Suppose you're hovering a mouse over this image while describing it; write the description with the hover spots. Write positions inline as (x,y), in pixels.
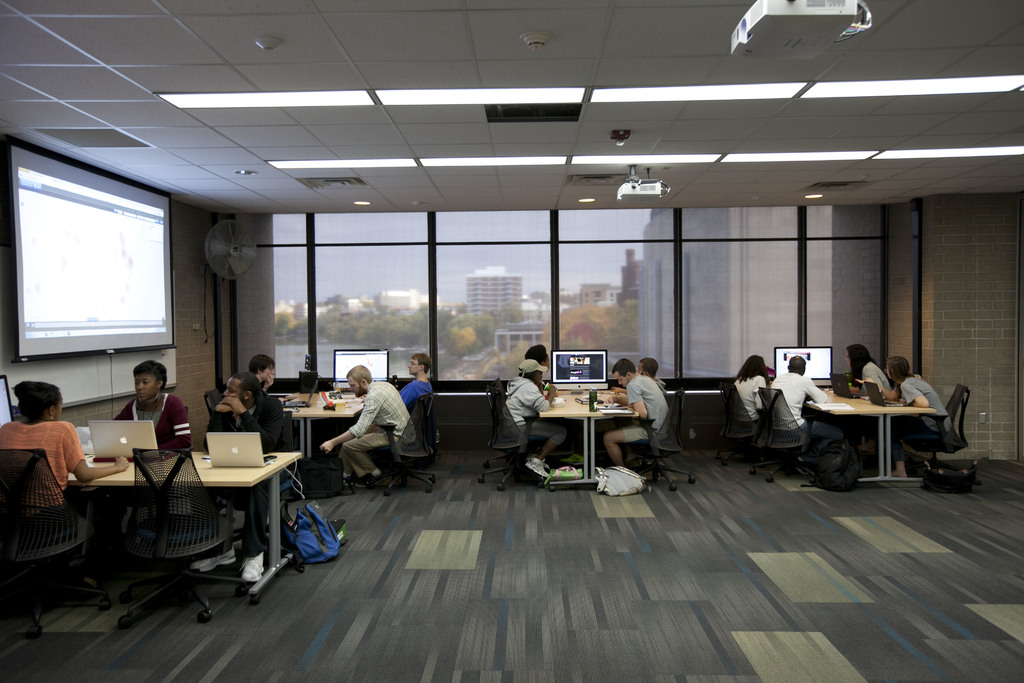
In this image there are four tables (256,480) and few chairs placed near them. On the top of the tables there are laptops (156,444) and monitor screens (6,391) and few things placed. In the background of the image (444,302) there are few buildings (502,294) and trees (377,321). In the left side of the image (51,298) there is a projector screen (105,337) and there is a fan (230,251). This is a ceiling roof (514,81).
